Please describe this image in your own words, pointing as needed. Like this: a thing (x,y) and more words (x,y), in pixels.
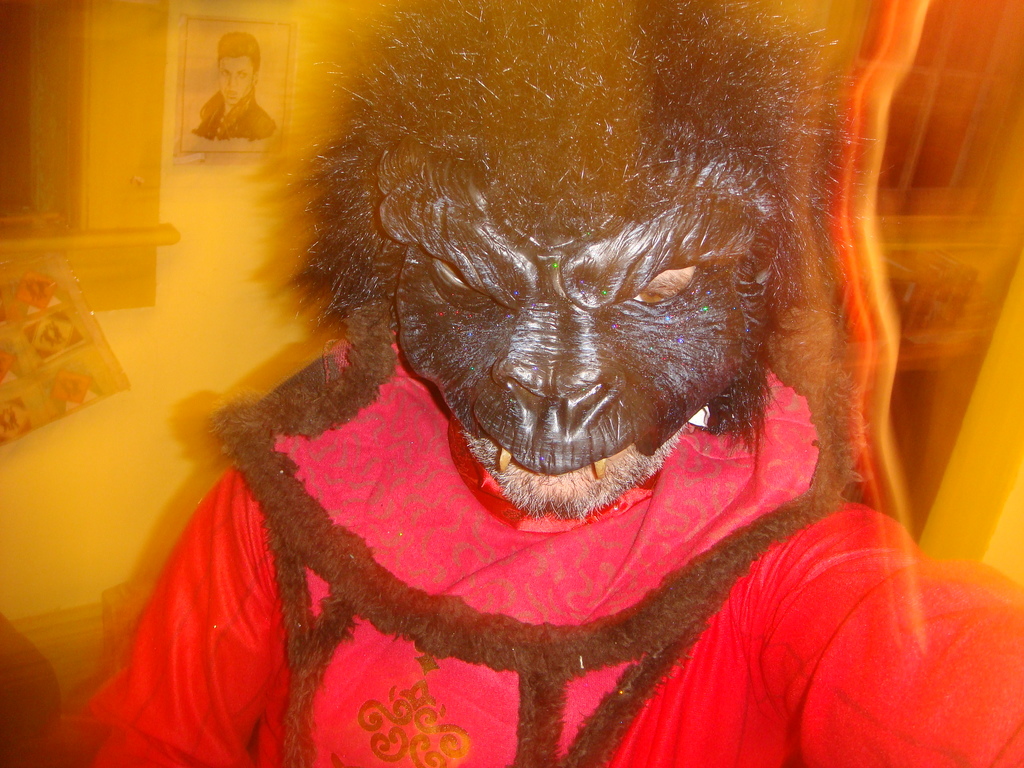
In the picture we can see a person (785,747) wearing a mask (706,172) and some costume (727,734) and in the background (870,16) it is blurry.
